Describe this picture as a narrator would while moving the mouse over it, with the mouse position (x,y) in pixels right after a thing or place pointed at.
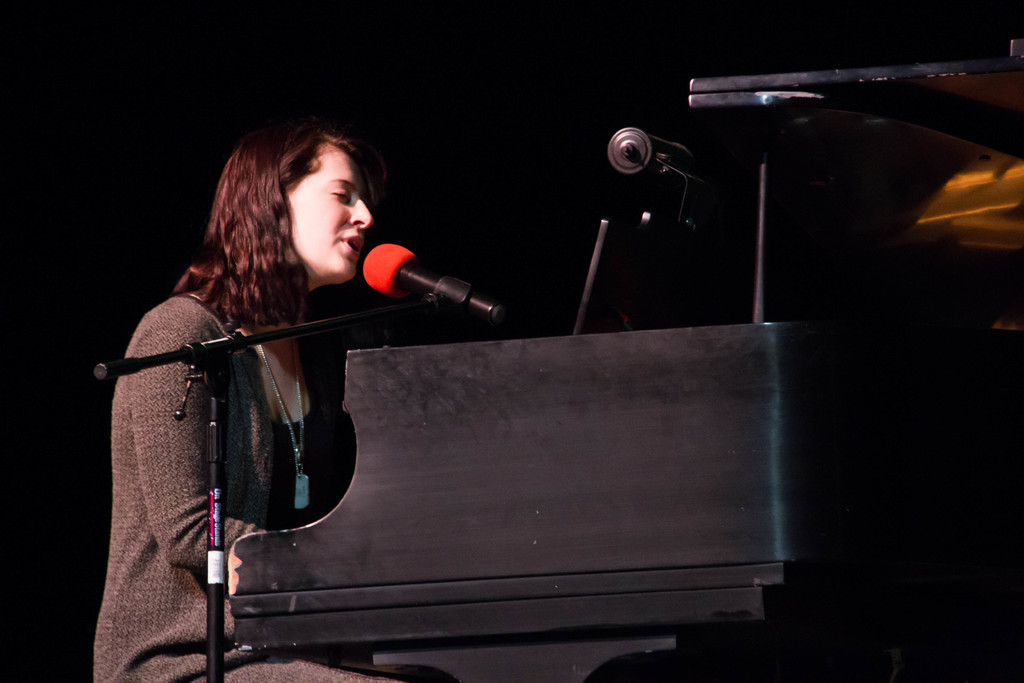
In this image we can see a person (330,402) sitting on the seating stool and musical instrument (449,489) and a mic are placed in front of her.
